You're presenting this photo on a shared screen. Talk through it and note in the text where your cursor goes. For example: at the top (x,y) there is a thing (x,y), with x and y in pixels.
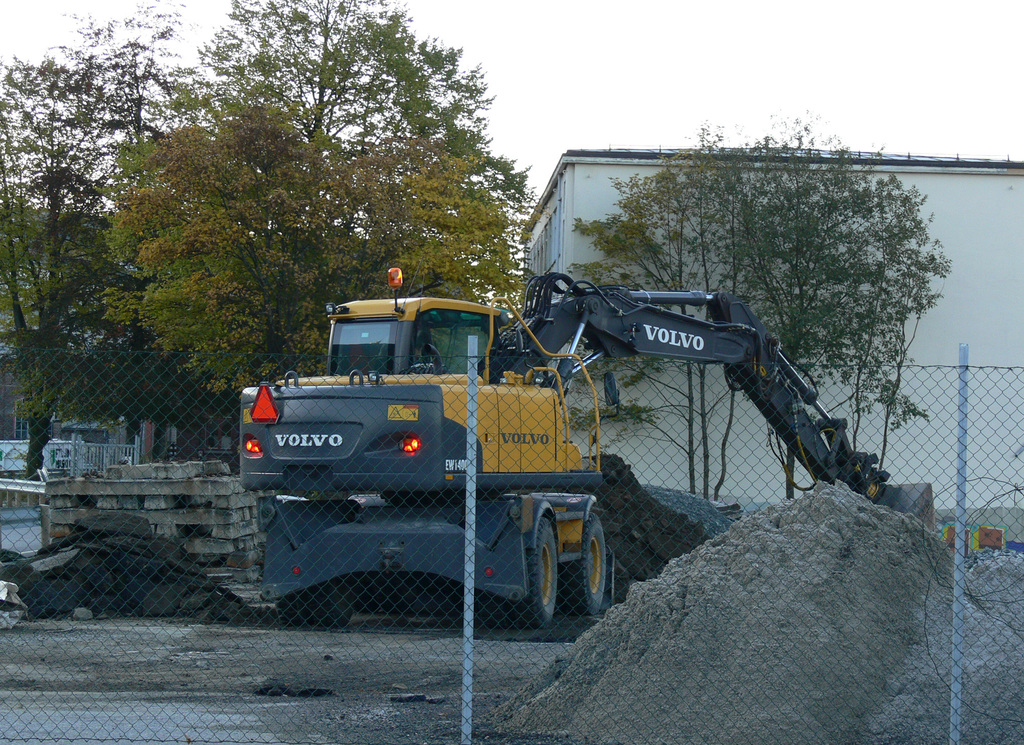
In this image, we can see a building (599,195) and some trees (441,272). There is an excavator (365,429) in the middle of the image (580,374). There are wooden pallets (221,501) on the left side of the image (109,471). There is a mesh fencing (297,616) at the bottom of the image (374,720). There is a sky (541,104) at the top of the image (517,67).
